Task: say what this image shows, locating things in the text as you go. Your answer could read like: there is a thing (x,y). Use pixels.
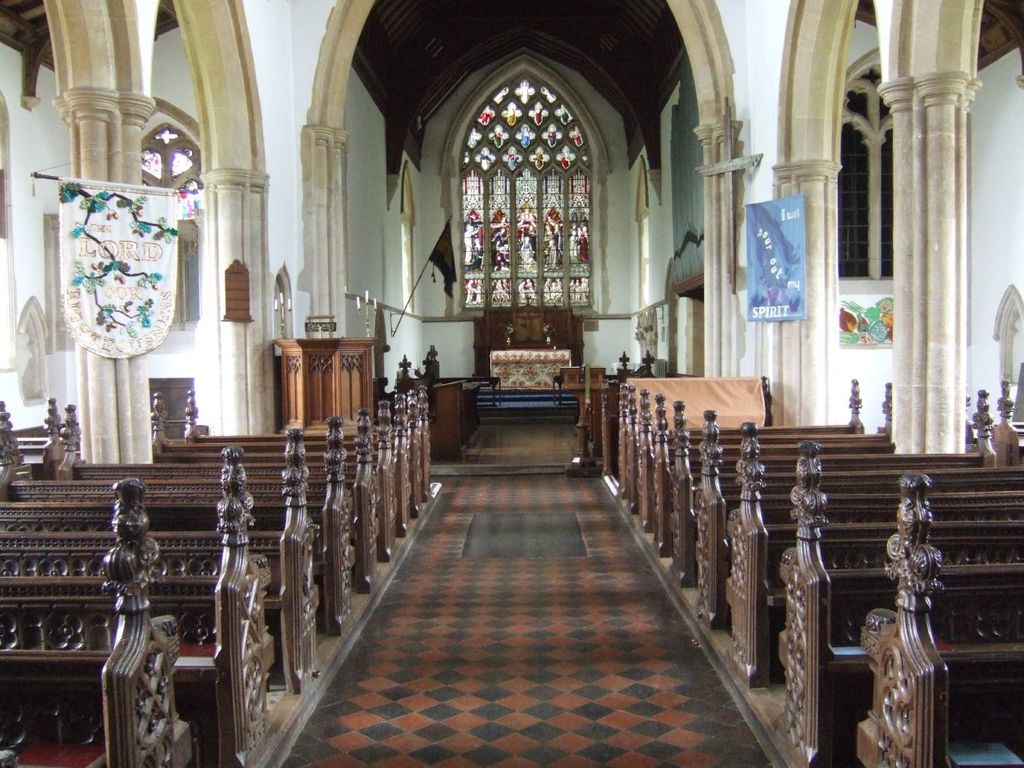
This is the picture of a building (373,252). In the foreground (162,670) there are benches (878,597). At the back (777,222) there are boards (799,316) on the pillars (956,334) and there is a table (530,387) and there are flower vases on the table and there are candles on the table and there are windows (474,212). At the bottom (715,633) there is a floor (685,688) and there is a flag (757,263) and light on the wall (764,119).
